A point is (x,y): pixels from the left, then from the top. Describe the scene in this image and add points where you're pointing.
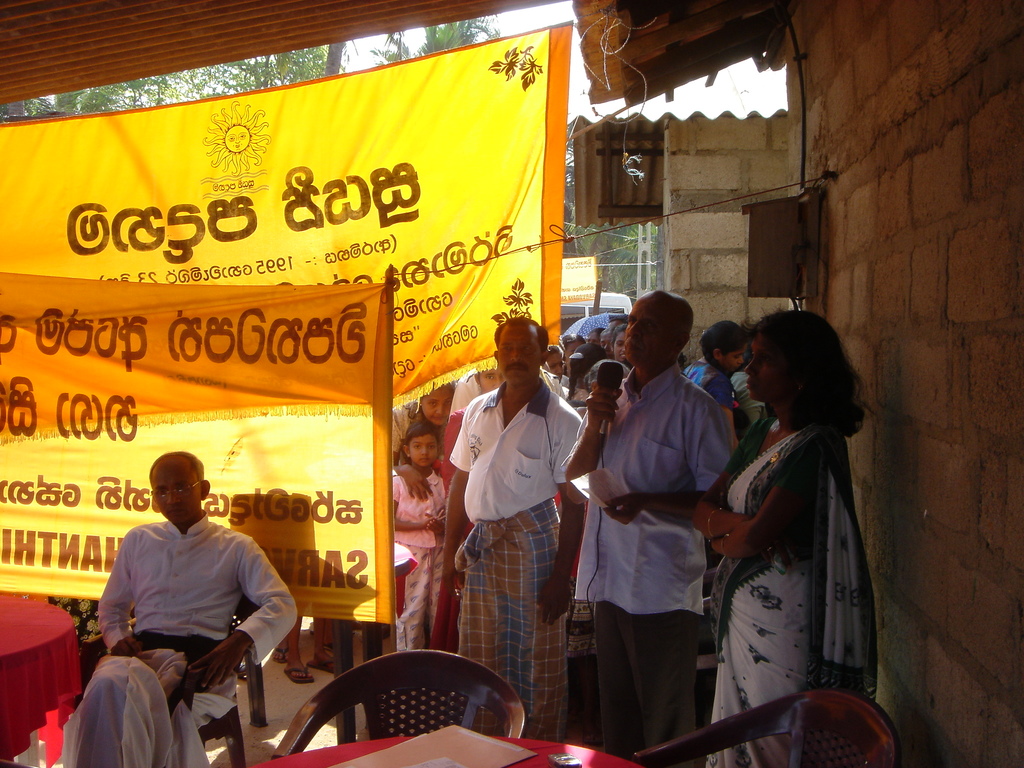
In this image i can see a man (217,557) sitting on a chair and at the right side (698,422) few persons (630,517) are standing, one man (669,417) is holding a micro phone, at the back ground (250,332) there are two banners (403,181), a building (684,213), tree (629,250), pole (646,253), and a sky (584,110).
